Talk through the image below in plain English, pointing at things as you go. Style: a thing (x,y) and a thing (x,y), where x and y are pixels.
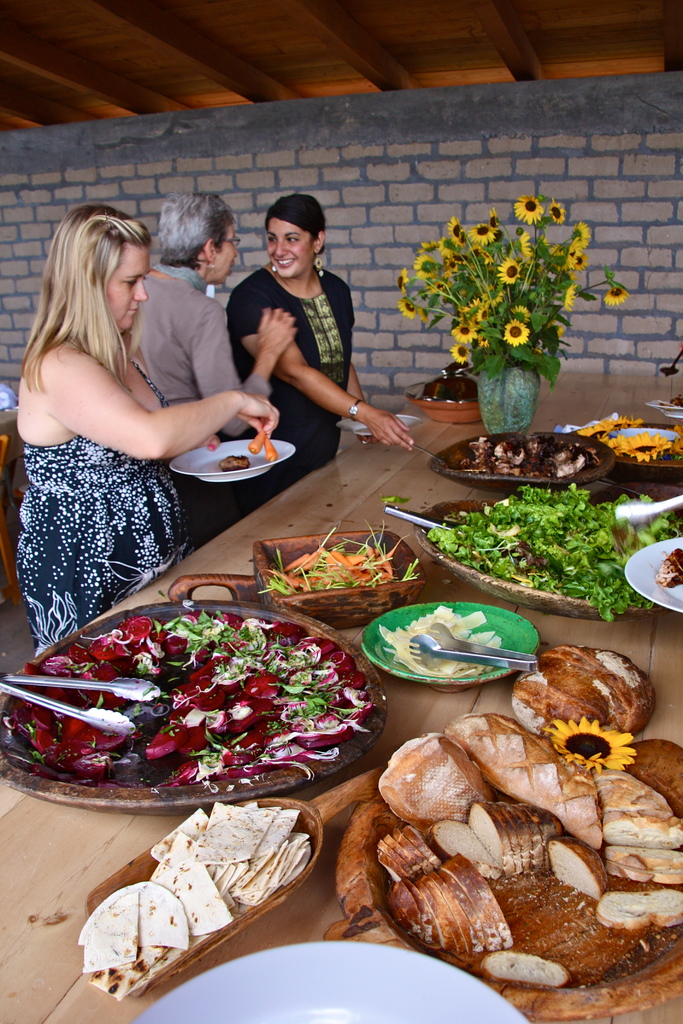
In this image I can see few food items (479,781) on the table (447,599). I can see three persons (169,238). I can see a flower vase (483,296) on the table (419,460). In the background (364,301) I can see a wall (36,172).
